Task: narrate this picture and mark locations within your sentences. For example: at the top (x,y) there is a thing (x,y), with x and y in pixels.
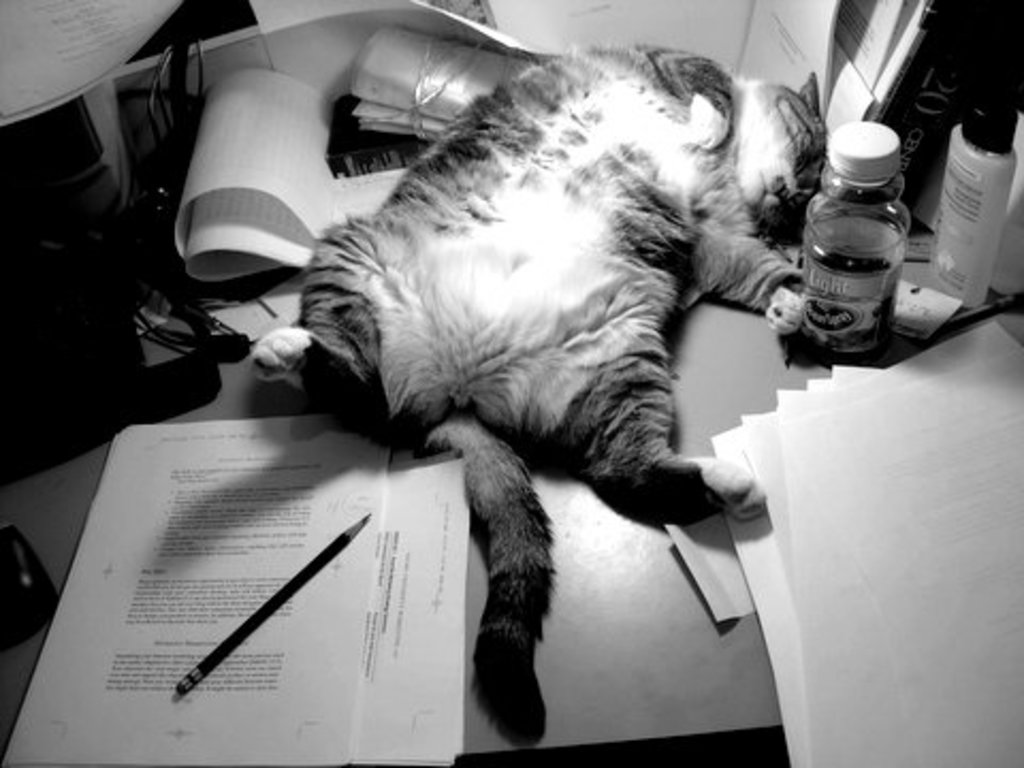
This is a black and white picture. Here we can see a cat (603,165), bottles (830,160), papers (795,468), pencil (294,586), cables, and a mouse (2,646) on a table (469,689).
